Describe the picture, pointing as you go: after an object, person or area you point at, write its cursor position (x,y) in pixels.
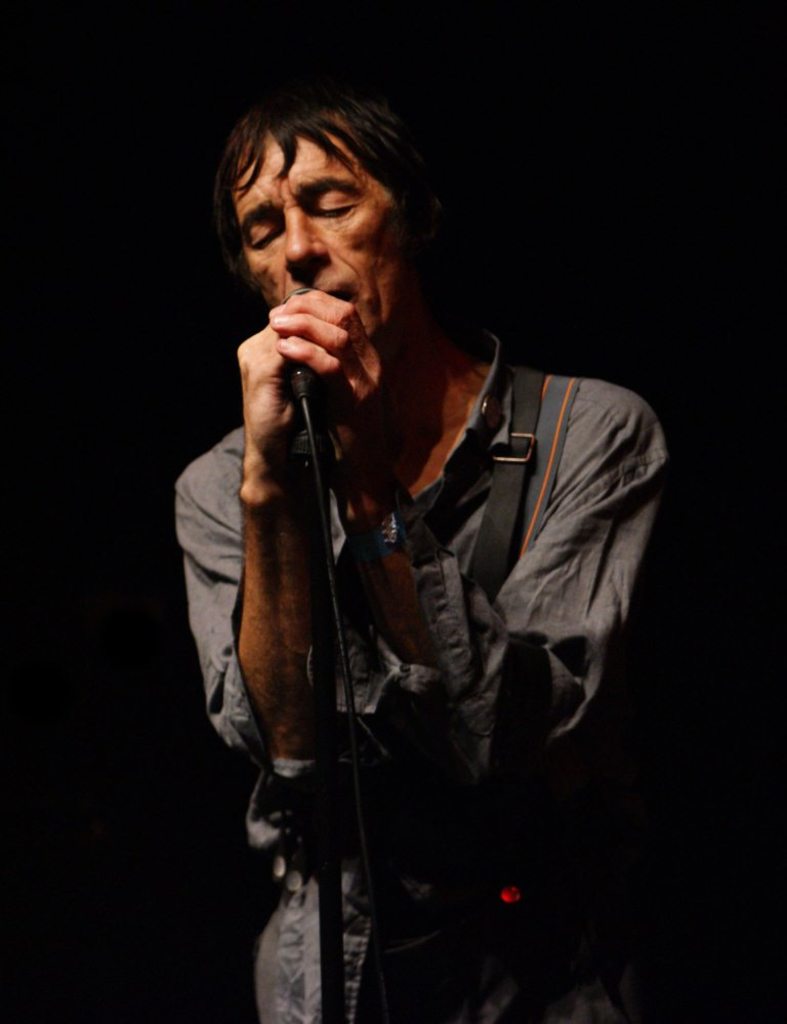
In the picture we can see a man (603,563) singing a song in microphone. A man (575,575) is wearing a grey colour shirt (636,527).
